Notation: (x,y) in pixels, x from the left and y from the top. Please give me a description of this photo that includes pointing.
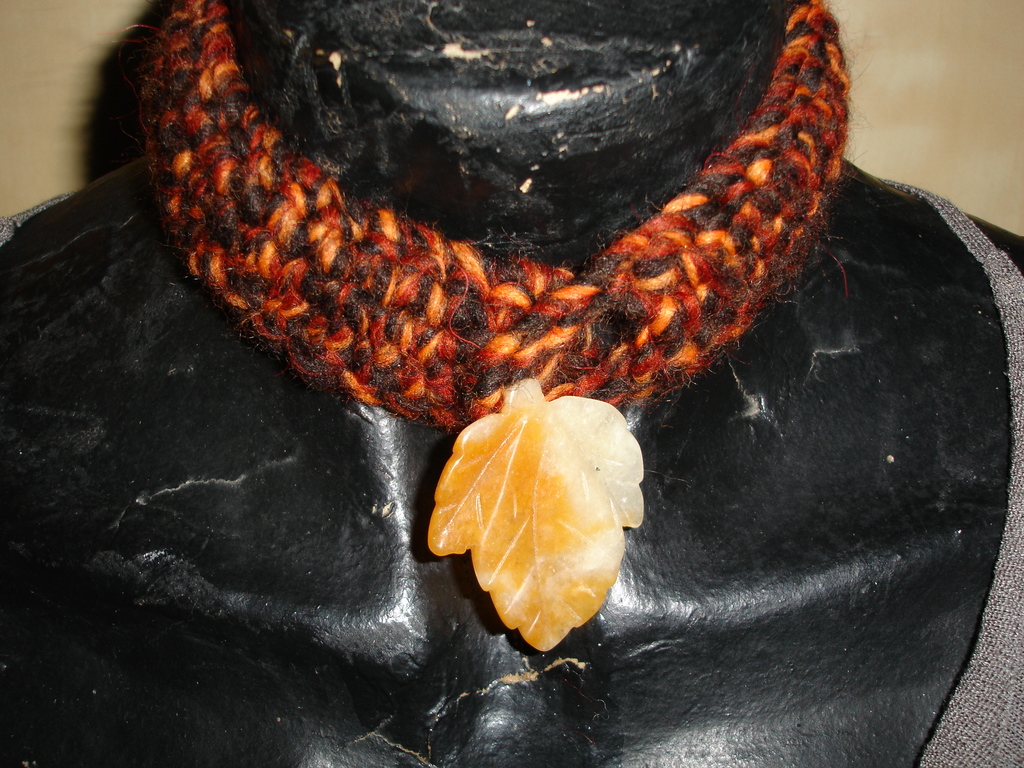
In this image, there is a neckband (651,274) on the sculpture (789,455).
